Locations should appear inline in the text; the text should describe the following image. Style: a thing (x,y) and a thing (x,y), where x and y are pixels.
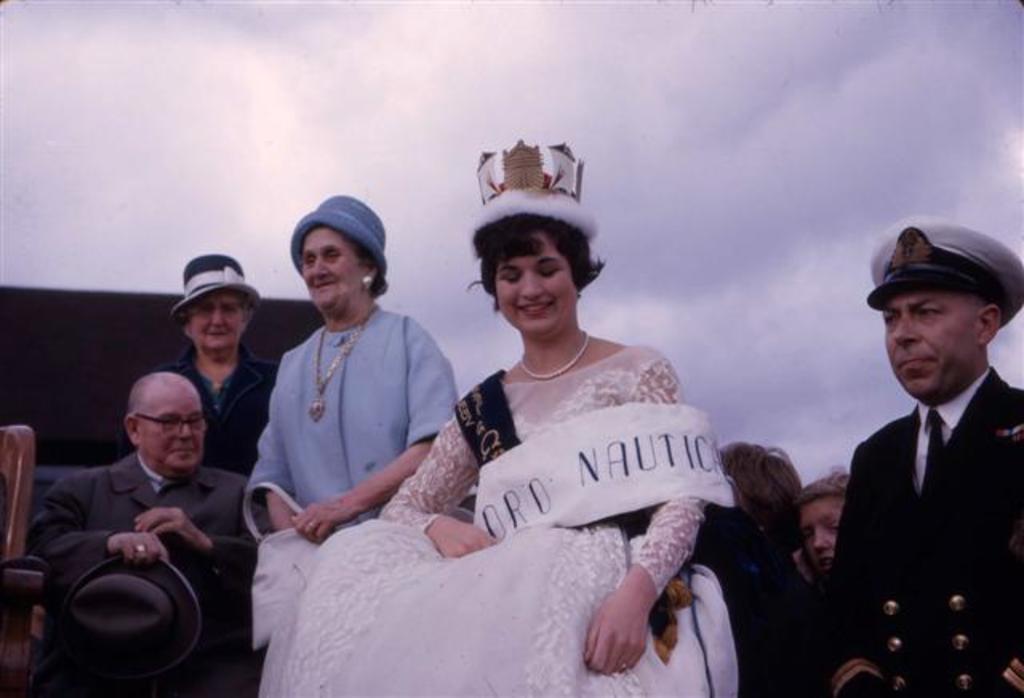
In the middle of the picture (528,350), we see a woman (603,440) in the white frock (500,544) is sitting and she is wearing a crown (518,187). She is smiling. Beside her, we see a man (228,474) who is holding a hat (158,578) is sitting. Beside him, we see two women (331,380) are standing. They are smiling. On the right side (926,276), we see a man (916,237) in the uniform (988,522) is standing. Beside him, we see two people (818,553) are standing. On the left side (26,334), we see a chair (23,497) and an object (59,369) in black color. In the background (645,197), we see the sky (653,178).
